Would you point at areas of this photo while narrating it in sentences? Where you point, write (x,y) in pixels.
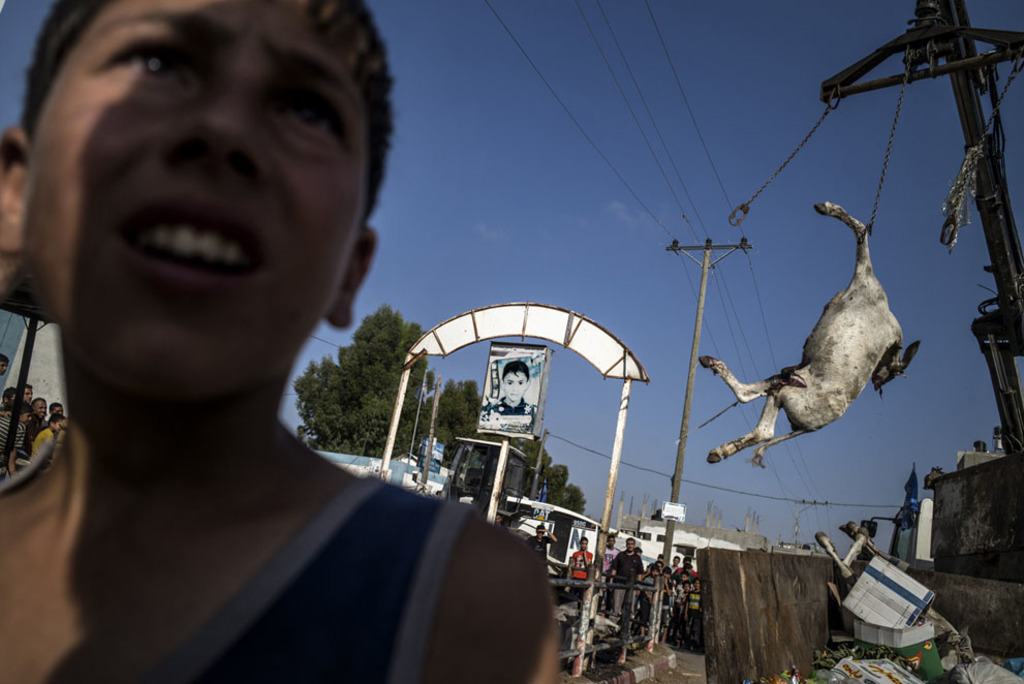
In this image I can see few people (401,582), few buildings (406,462), trees (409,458), fencing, current poles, wires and few objects (509,454). I can see an arch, sky (541,340) and an animal (841,377) is hanged to the crane (1004,182). I can also see few cardboard boxes (912,607) and few objects (799,563) in front (908,665).
